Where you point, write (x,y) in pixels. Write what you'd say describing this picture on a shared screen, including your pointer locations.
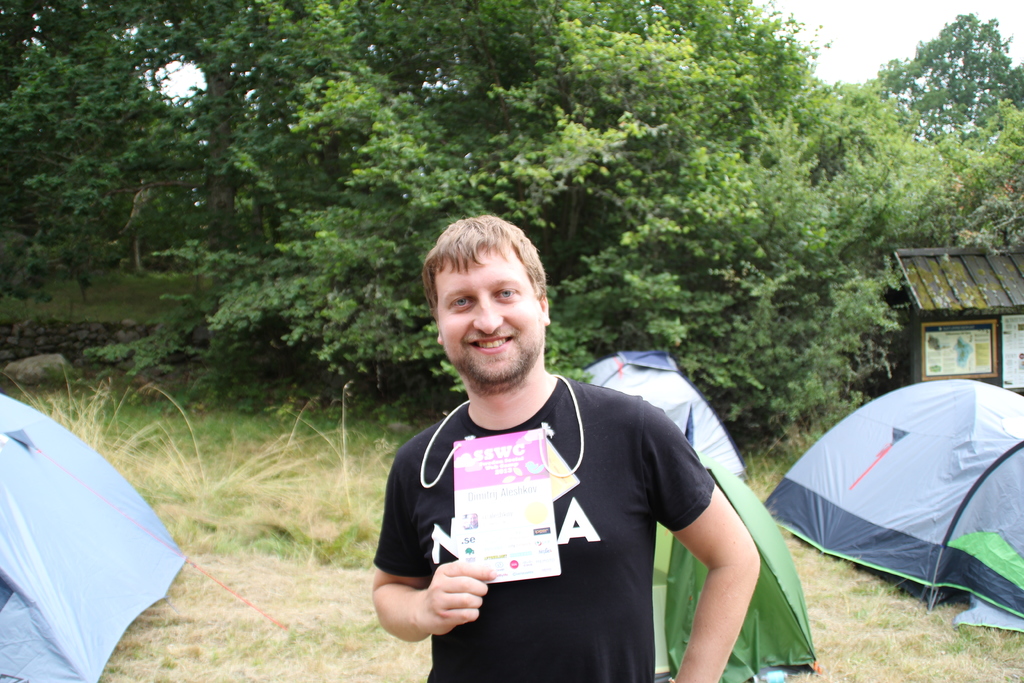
In this image I can see a person (540,317) standing holding a card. The person (714,606) is wearing black shirt (631,562), background (76,557) I can see few tents (916,552), trees (390,204) in green color, sky (870,52) in white color.
